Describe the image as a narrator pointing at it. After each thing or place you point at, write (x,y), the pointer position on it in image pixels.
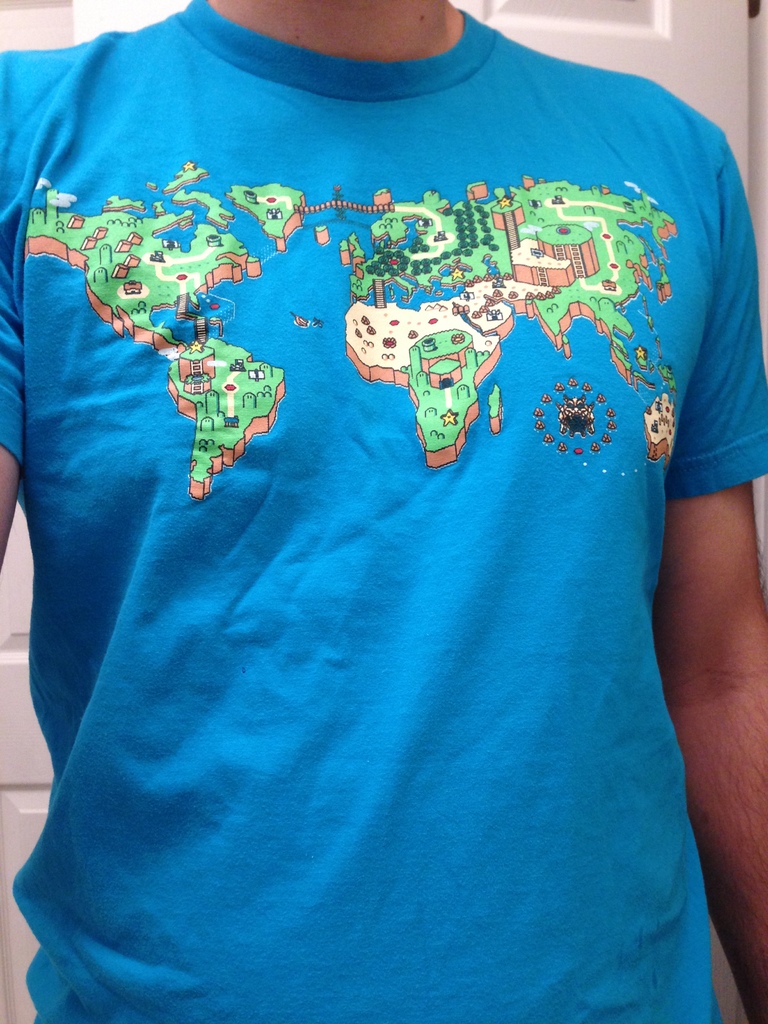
In this image we can see there is a person (387,492) wearing blue t-shirt (527,534) where we can see there is a map (186,176) on it.
